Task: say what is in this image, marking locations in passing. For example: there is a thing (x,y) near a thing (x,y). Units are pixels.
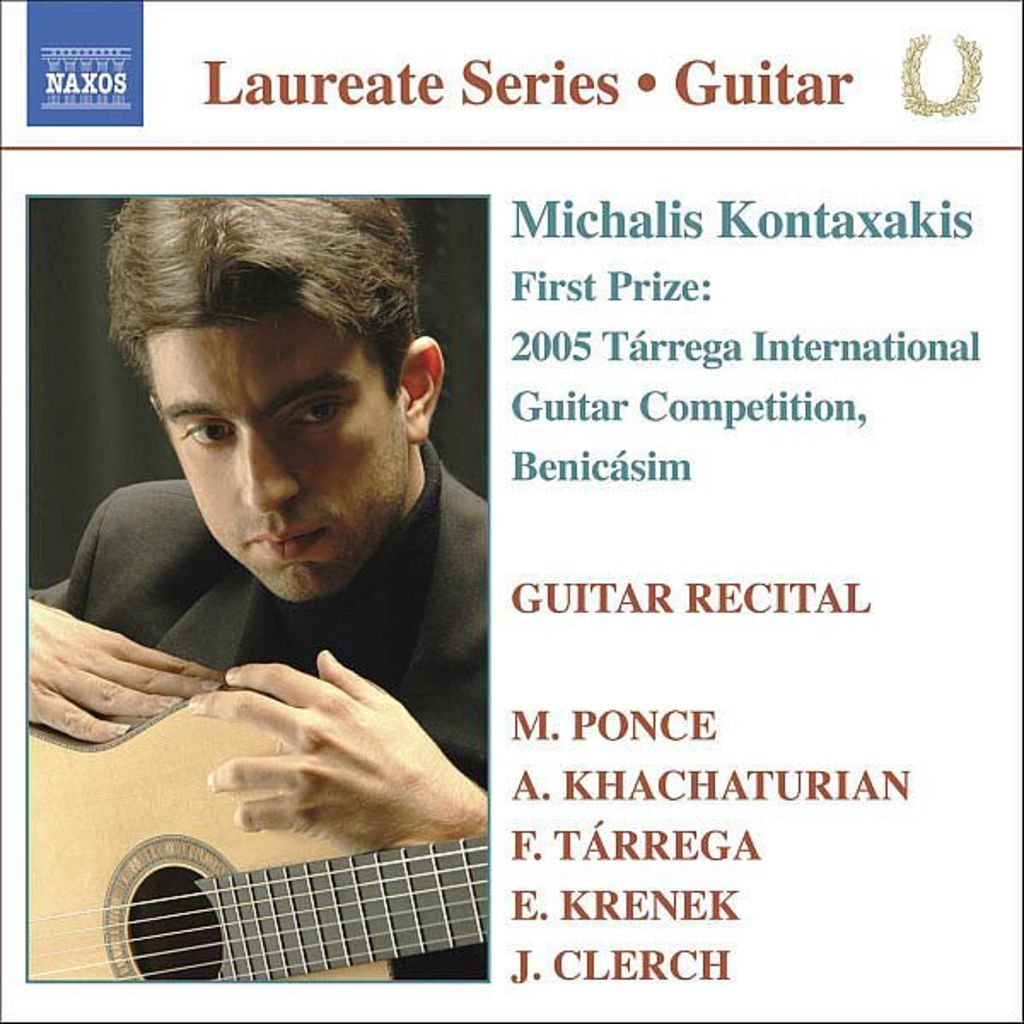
In this picture in the left side (85,811) there is a man (99,552) holding a music instrument (226,865) which is in yellow color and in the right side (812,777) there is a printed text (832,604).
